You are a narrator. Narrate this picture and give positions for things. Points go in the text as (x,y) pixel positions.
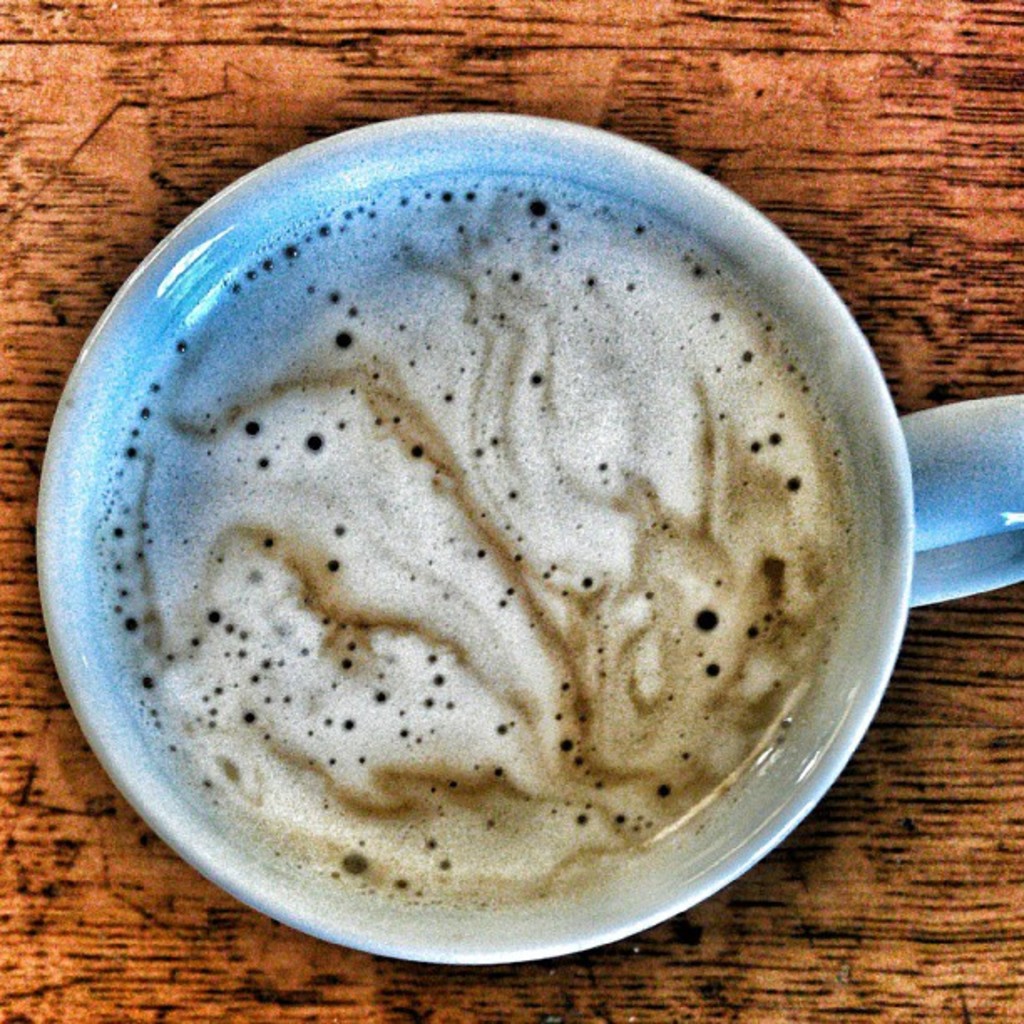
In this image there is a coffee (523,405) in a cup (735,205) which was placed on the table (208,58).
